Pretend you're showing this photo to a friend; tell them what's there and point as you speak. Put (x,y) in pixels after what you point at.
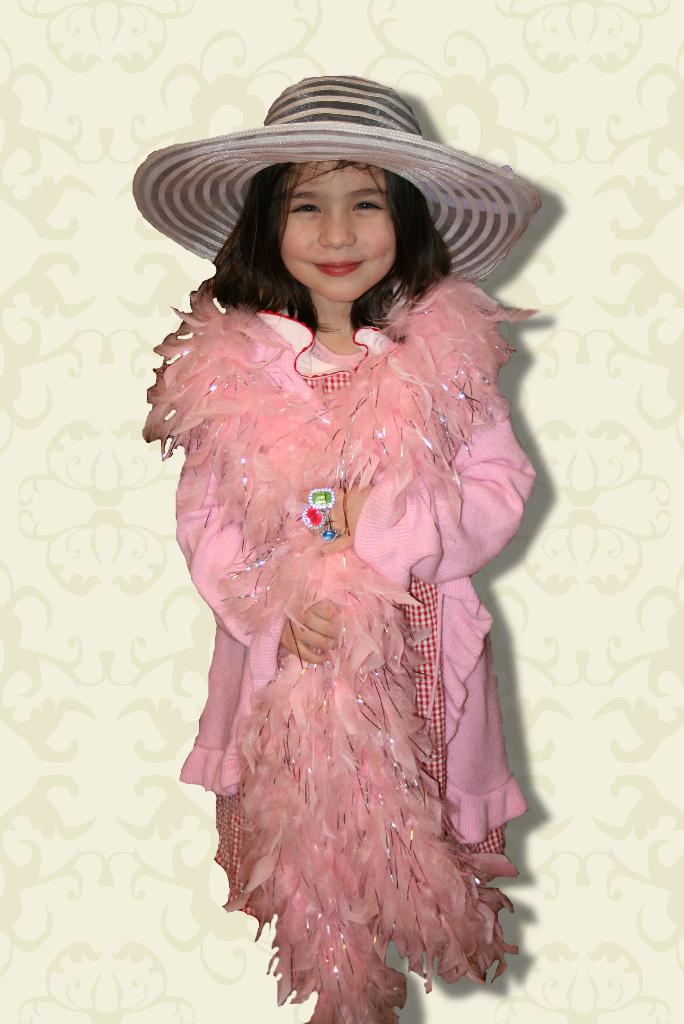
In this image, we can see a girl (395,346) standing, she is wearing a pink color dress (370,335) and she is wearing a hat (269,152).
